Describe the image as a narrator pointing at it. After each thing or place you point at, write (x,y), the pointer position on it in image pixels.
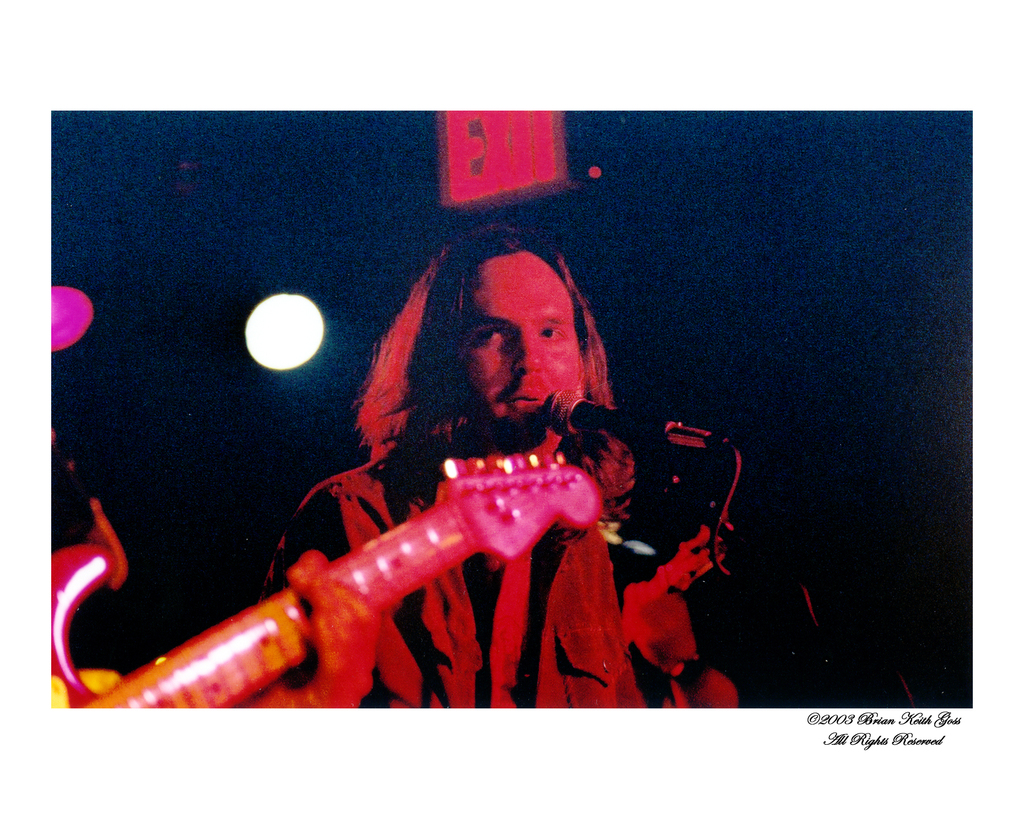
This image is an edited image. In this image the background (803,652) is dark. In the middle of the image (593,436) there is a man (506,450) with a mic (574,421) in front of him. On the left side of the image (265,625) there is another person (316,639) holding a guitar (257,656) in the hand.
